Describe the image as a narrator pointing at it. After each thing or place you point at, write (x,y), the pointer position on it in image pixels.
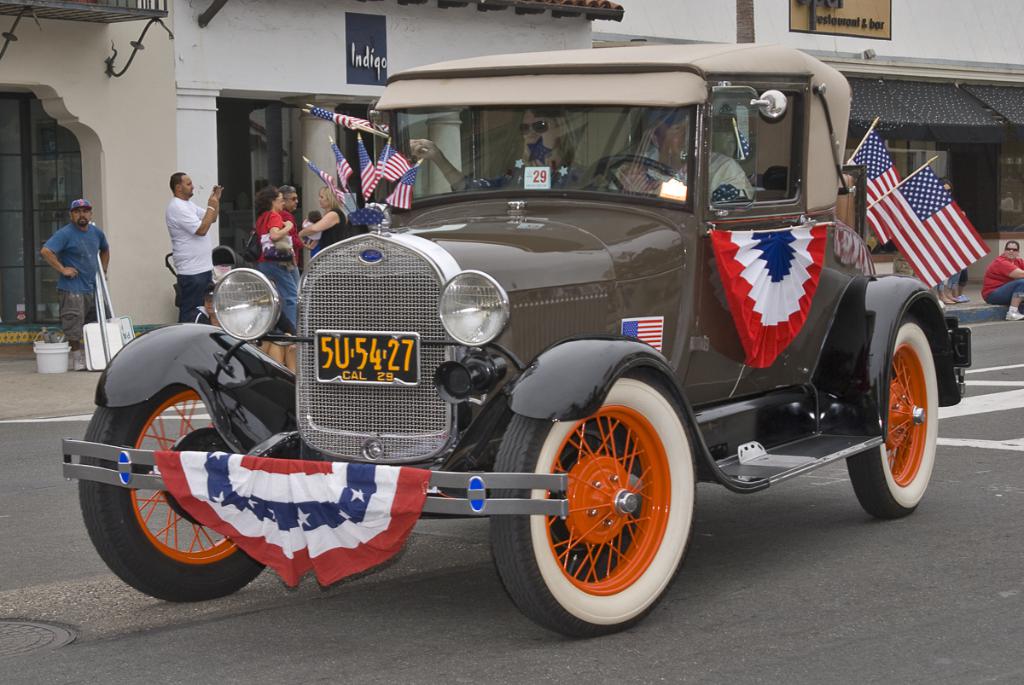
In this image we can see a car (507,353) on the road (881,632), inside the car (682,161) there are two people (652,173) and a person (668,163) is driving the car (516,205), there are a few flags (902,244) attached to the car (379,274), on the left side (235,232) there is a building (298,59) and in front of the building (120,283) there are few people (274,218), beside a man (71,271) there are few objects (90,347) and a bucket (47,360) and a person (189,249) looks like clicking a picture and in the background (988,277) a man (999,269) is sitting on the pavement (979,295).
